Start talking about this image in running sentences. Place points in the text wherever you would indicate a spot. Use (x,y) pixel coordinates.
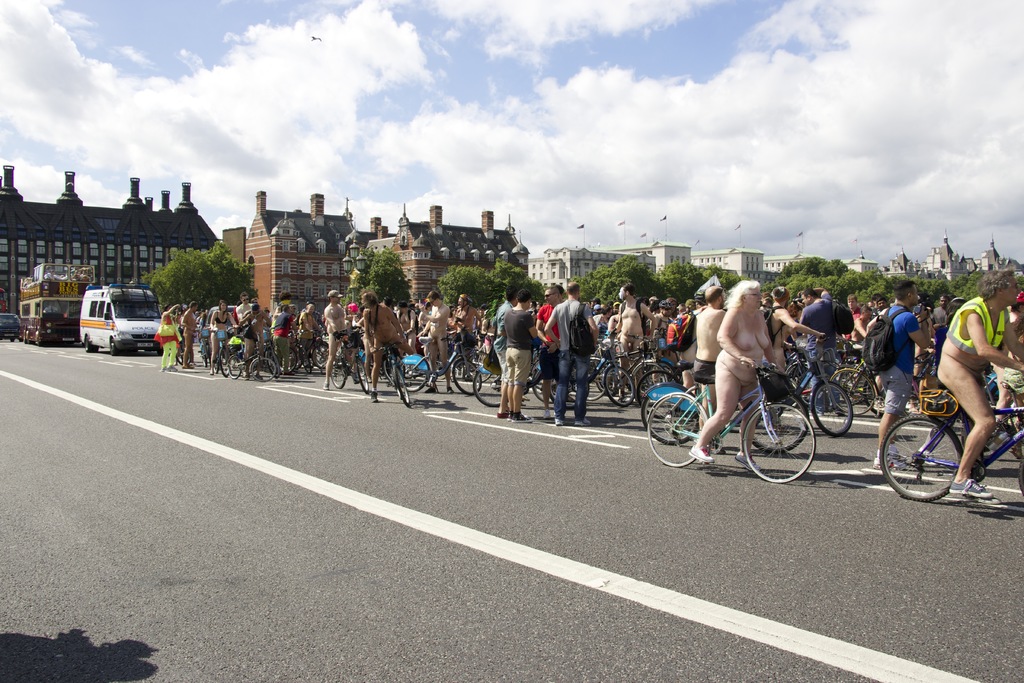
In this image I see number of people (1014,328) and most of them are on the cycles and all of them are on the path (519,531). I can also see few vehicles (128,326) over here. In the background (1020,275) I see the trees (961,290), buildings (736,269) and the sky (505,169).
